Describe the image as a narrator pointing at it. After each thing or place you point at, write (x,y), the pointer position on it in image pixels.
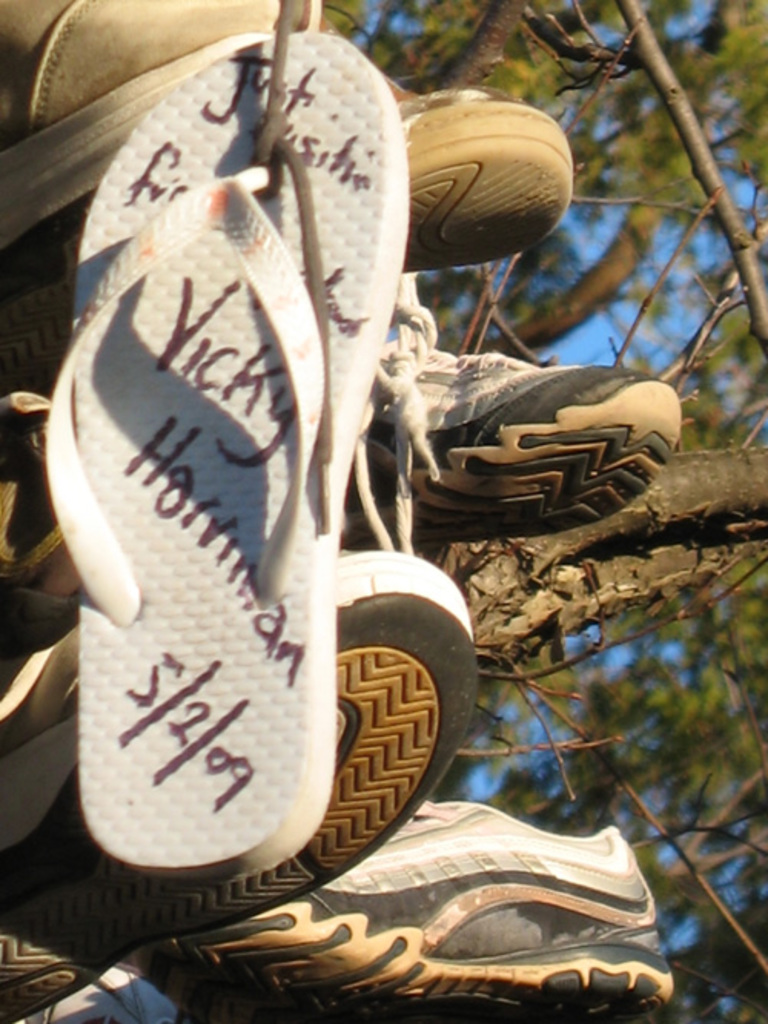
In this picture we can see few shoes (378,784) and trees (693,586).
